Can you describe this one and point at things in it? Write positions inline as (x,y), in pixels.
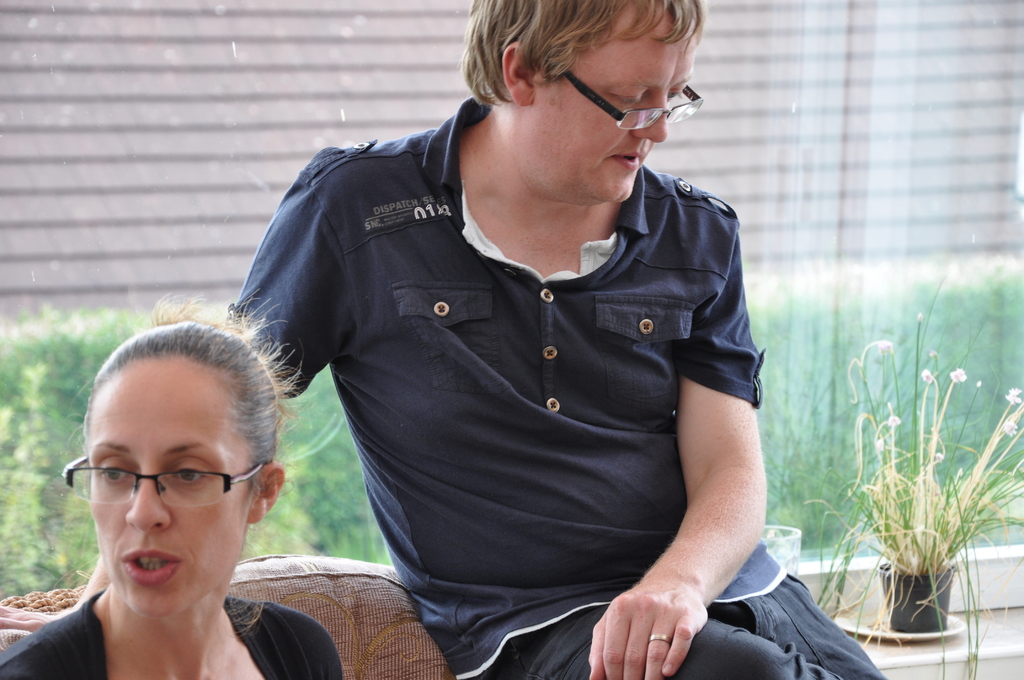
In this image, I can see the man (575,480) and woman (265,602) sitting on a couch (253,589). On the right side of the image (888,573), there is a flower pot (906,601) with a plant (889,524). In the background (61,378), I can see the plants (94,360) and a wall (230,93) through a glass door (880,358).
